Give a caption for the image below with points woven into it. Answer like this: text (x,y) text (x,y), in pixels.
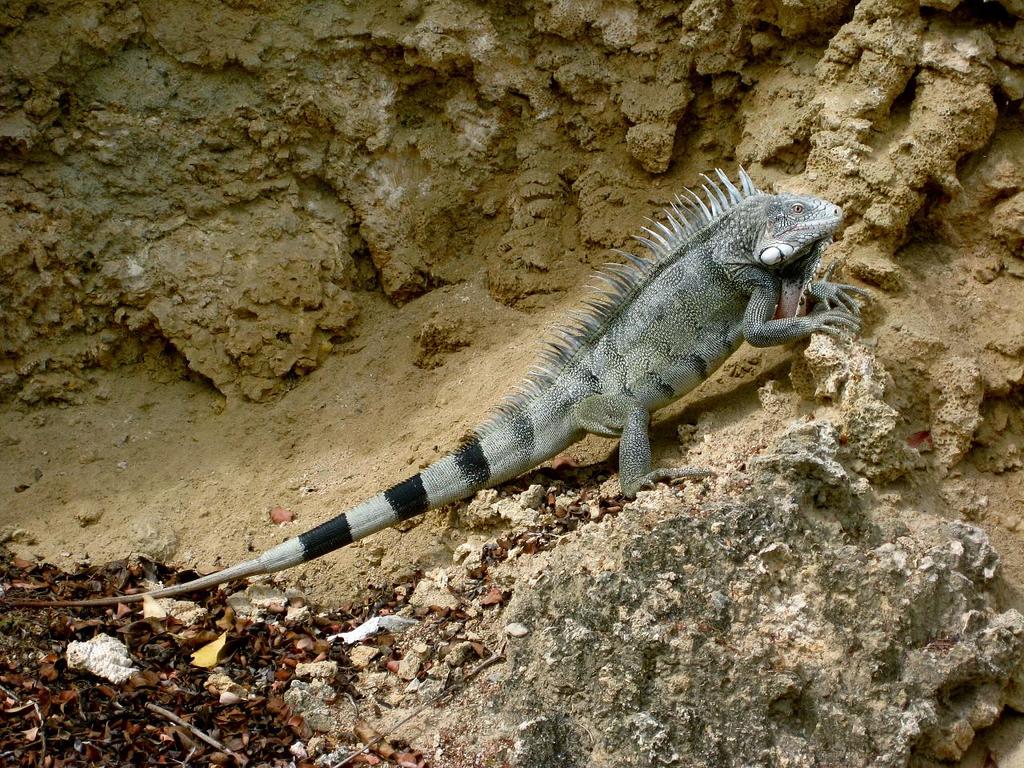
In this picture there is a iguana (659,345) who is standing on the stones (836,359). In the bottom left corner (279,627) I can see leaves (164,645) and sticks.
